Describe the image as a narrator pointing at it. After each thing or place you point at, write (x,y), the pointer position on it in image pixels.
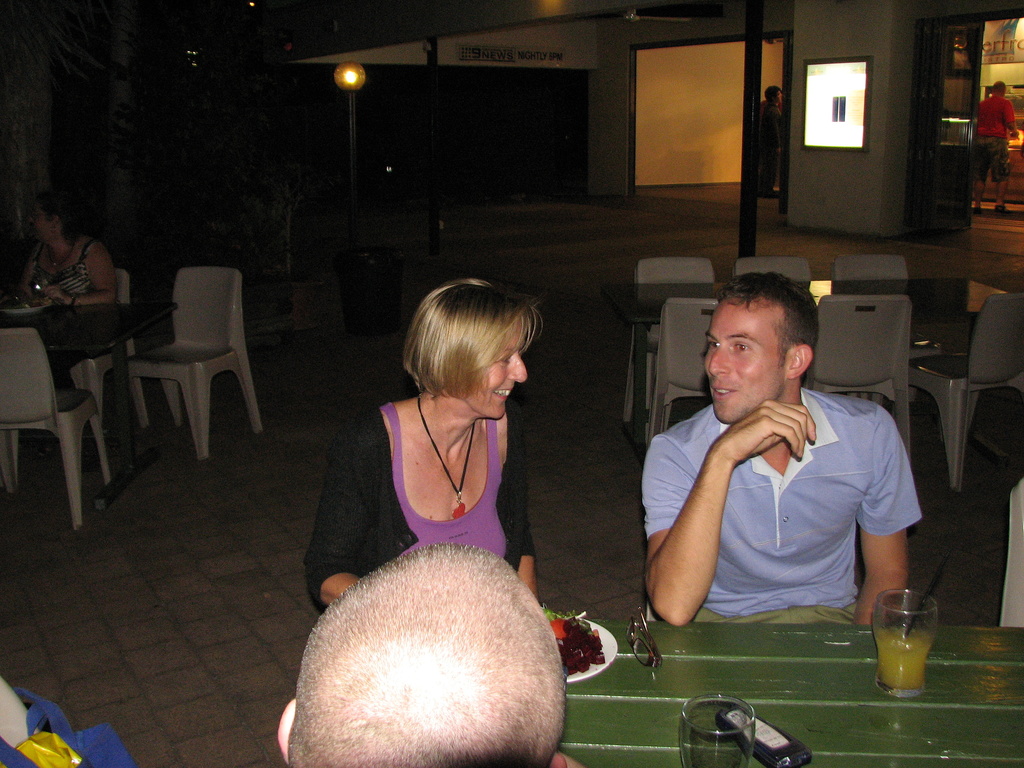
In this picture we can see some persons (490,727) sitting on the chairs (28,357). This is table (774,675). On the table (745,666) there are glasses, spectacles (639,642), plate (612,640), and some food (555,634). Here we can see a person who is standing on the floor (972,242). This is pole (753,157) and there is a screen (859,88). On the background (718,74) there is a wall (663,111). And this is light (356,74).
